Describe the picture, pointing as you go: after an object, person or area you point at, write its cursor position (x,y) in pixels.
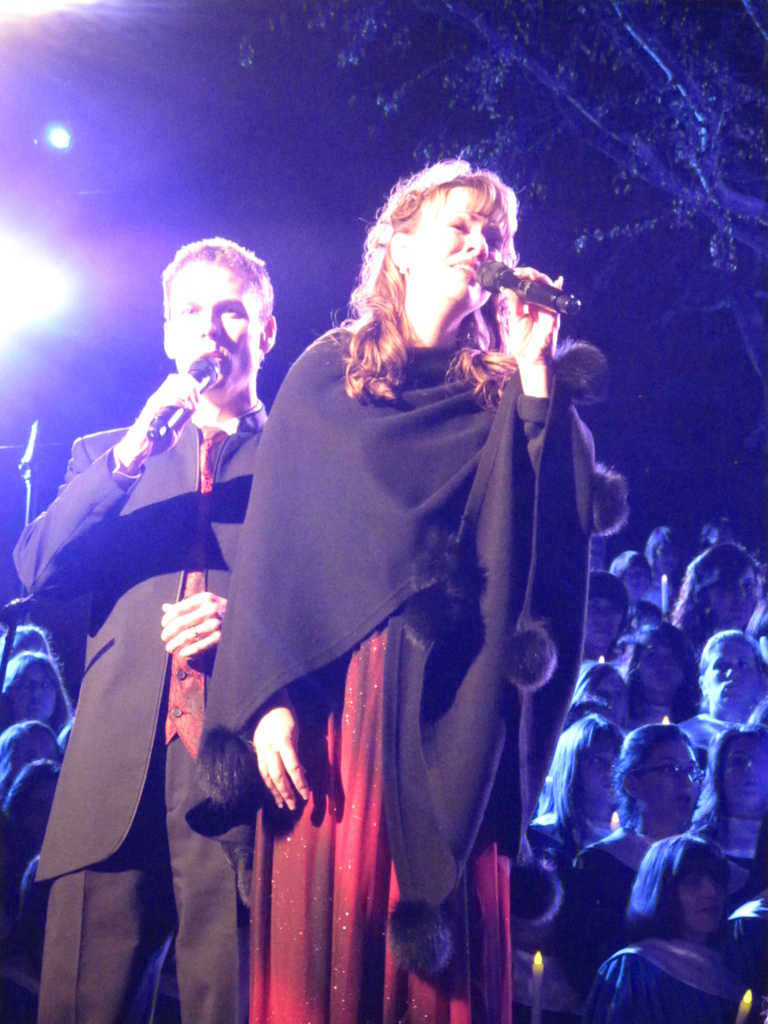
In this image there is a lady (316,611) and a man (233,454) holding mics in their hands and singing, in the background (651,735) there are people (675,836) standing.
